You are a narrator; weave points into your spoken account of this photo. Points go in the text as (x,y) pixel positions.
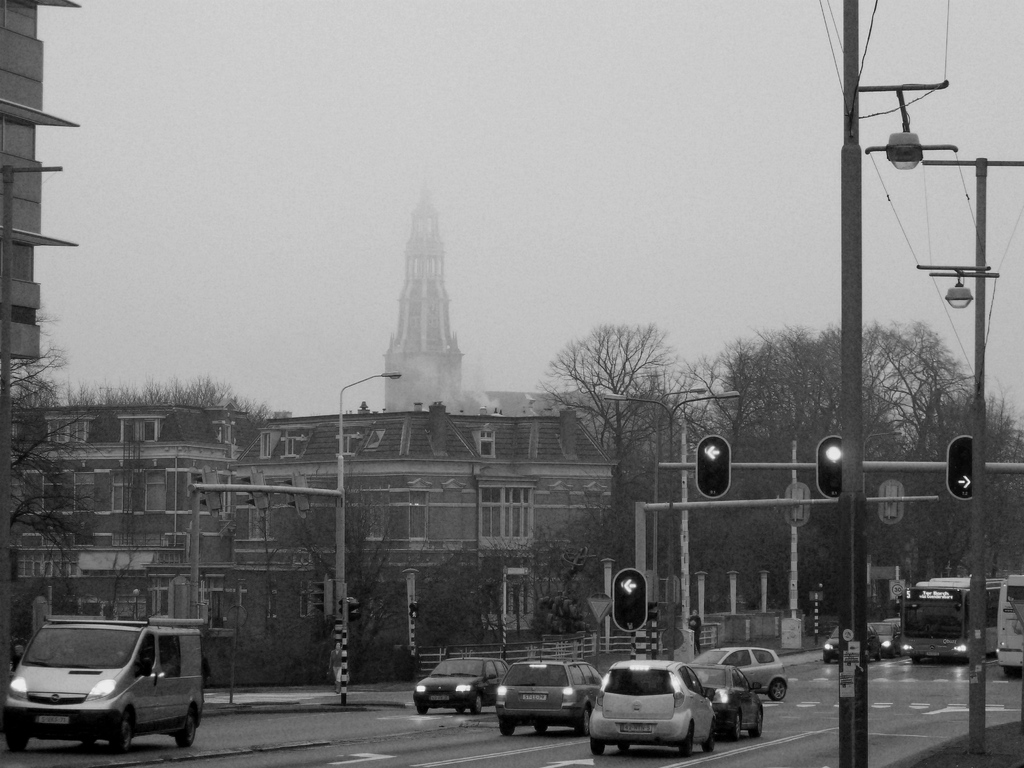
In this black and white picture few vehicles (696,695) are on the road (563,744). Right side there are few street lights (862,447). Few traffic lights (827,470) are attached to the poles (854,465). Left side (338,505) few street lights (335,614) are on the pavement (250,698). Background (216,456) there are few trees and buildings (507,443). Behind there is a tower (453,395). Top of the image (604,160) there is sky (621,138).
